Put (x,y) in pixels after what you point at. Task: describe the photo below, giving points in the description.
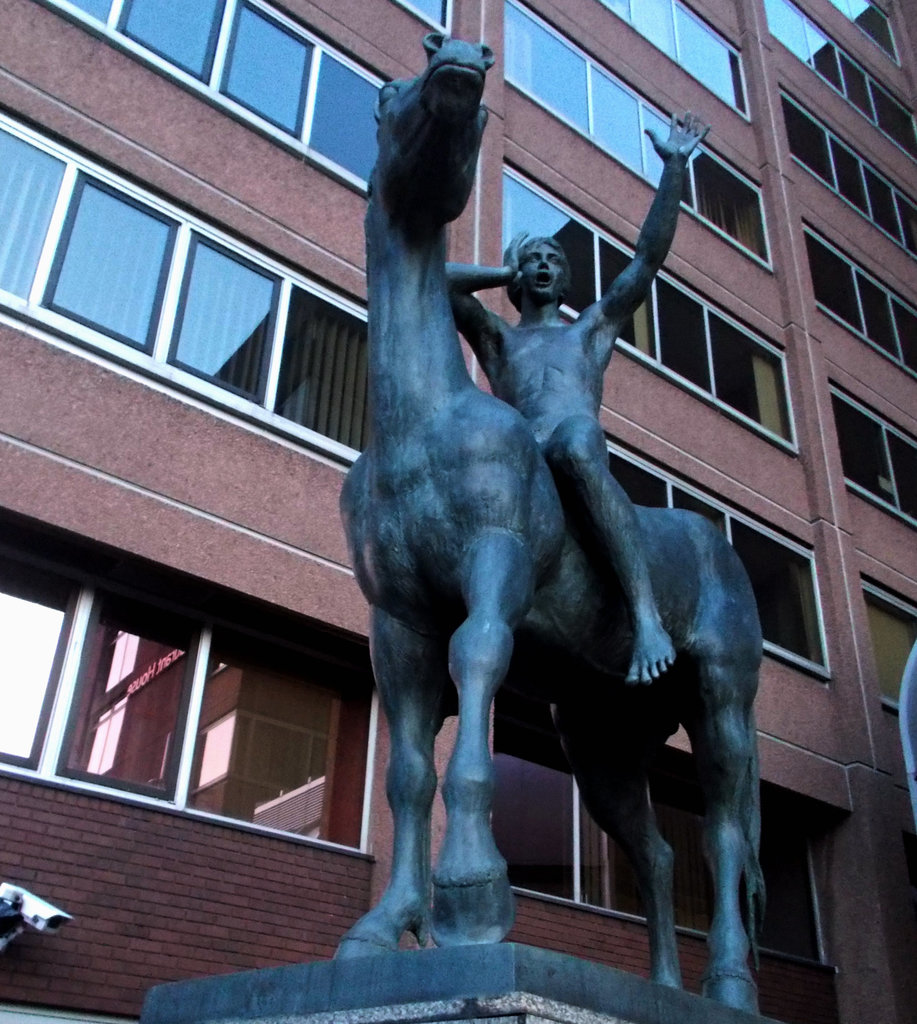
In this picture we can see a statue (460,545) of an animal (436,478) and a person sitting on it and in the background (291,313) we can see buildings (531,118) with windows (294,406).
